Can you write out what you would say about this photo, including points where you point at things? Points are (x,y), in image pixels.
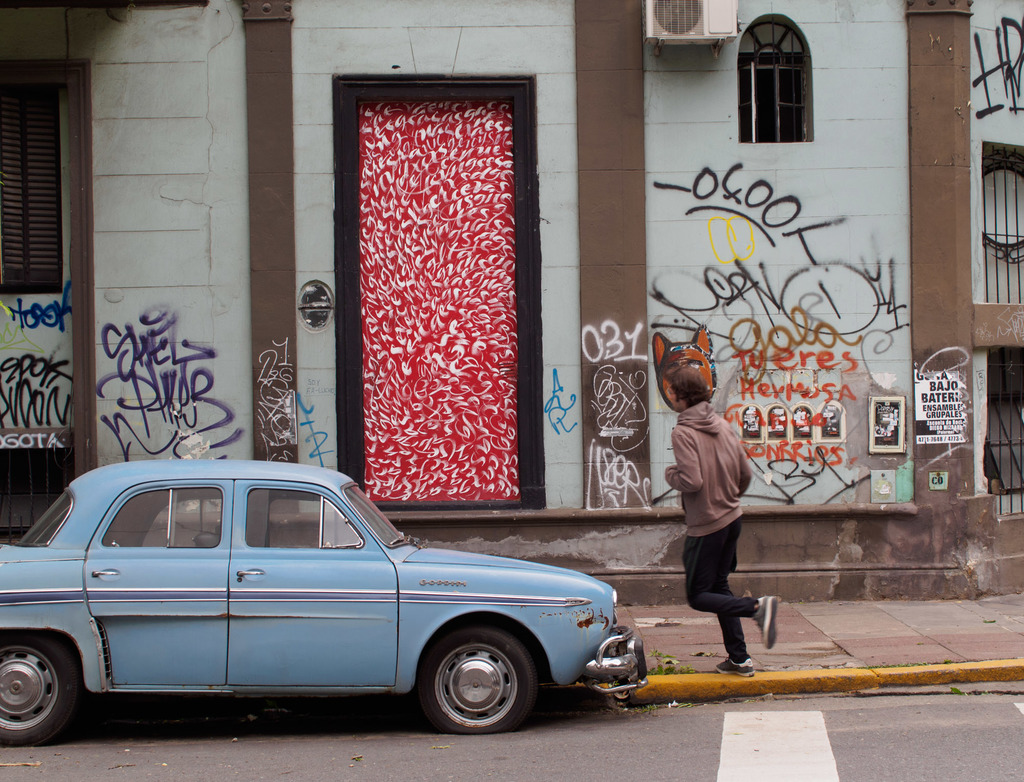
A car (348,581) is on the road (879,767), a person (719,512) is running, there is a building (688,197) with the window (753,84) and a door (432,336).
